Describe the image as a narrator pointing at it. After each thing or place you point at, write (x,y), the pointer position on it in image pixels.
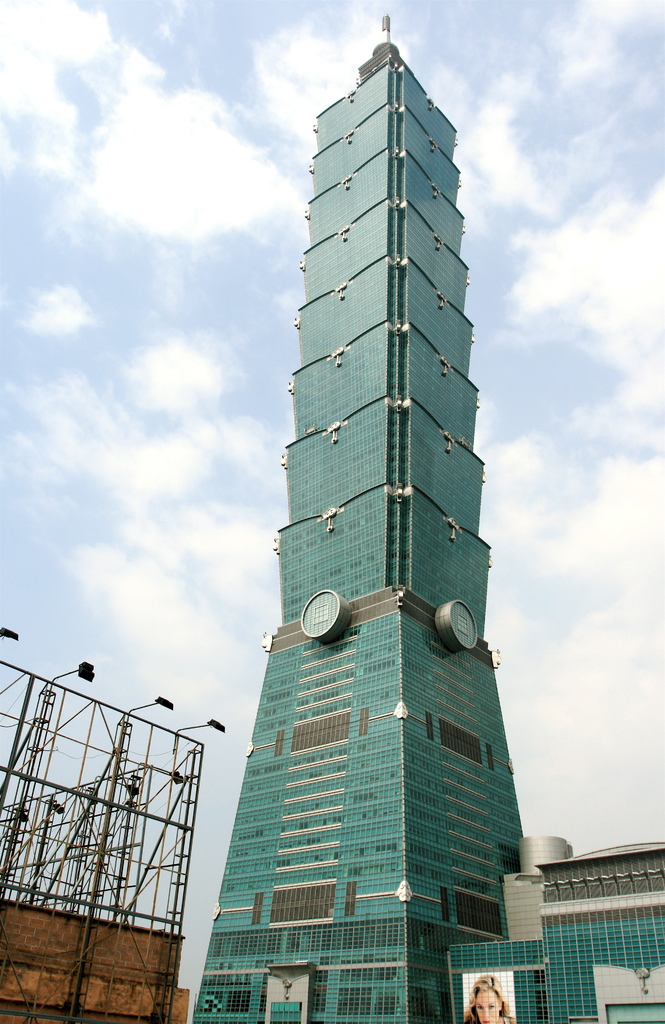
This image consists of a skyscraper (424,489) in green color. On the left (94,916), there is a stand (78,874) of a hoarding (82,889). At the top (366,25), there are clouds (570,591) in the sky (66,576).
